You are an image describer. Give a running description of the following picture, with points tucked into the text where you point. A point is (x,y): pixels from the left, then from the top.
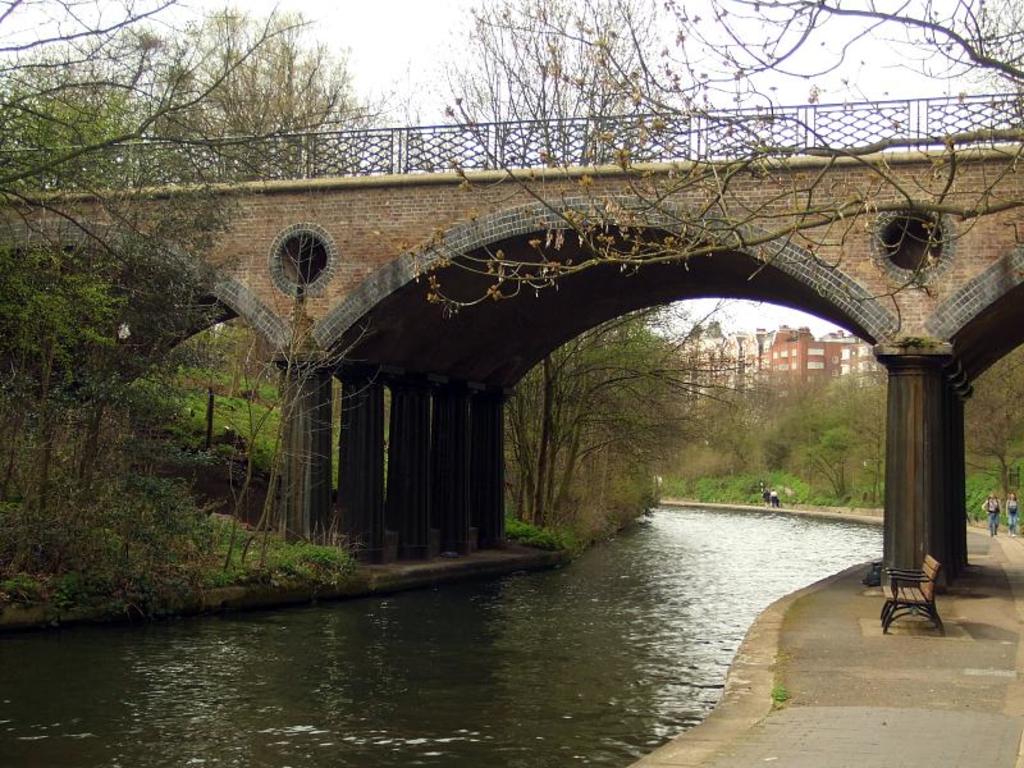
In this picture we can see a bench (904,612) on the ground (918,622), people (997,511), water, bridge (505,400), trees (540,449), buildings (731,346) and in the background (346,42) we can see the sky (359,31).
